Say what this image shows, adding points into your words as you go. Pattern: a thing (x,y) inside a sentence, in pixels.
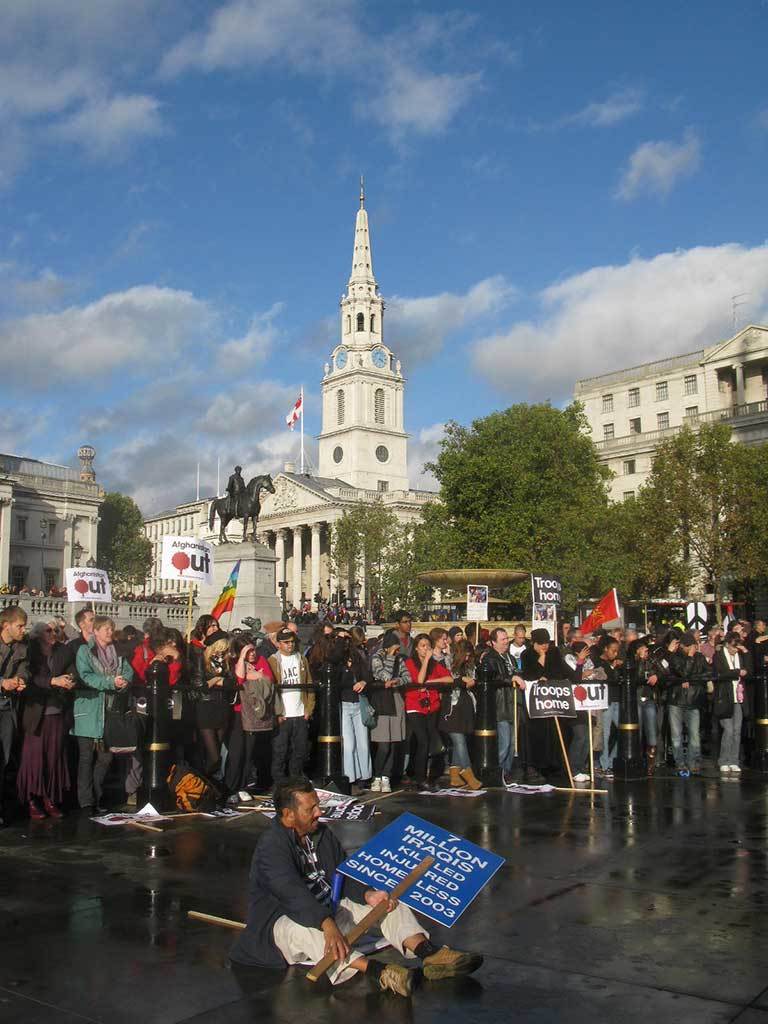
In the picture I can see a group of people (342,636) are standing among them one person (352,921) is sitting and others are standing on the ground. In the background (398,578) I can see trees (542,551), a flag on a building (284,511), buildings (316,588), fence (147,623), the sky (264,250) and some other objects (224,596).
